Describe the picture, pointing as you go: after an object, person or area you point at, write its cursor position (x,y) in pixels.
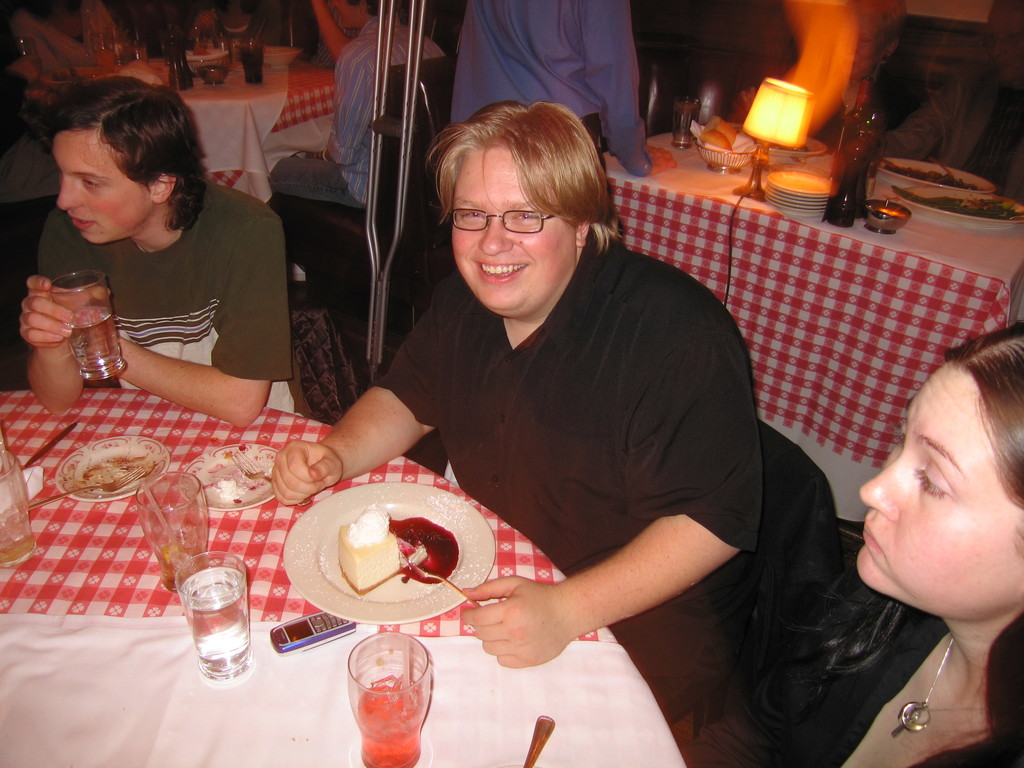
As we can see in the image there are few people (289,169) sitting and standing here and there is a table (211,434). On table (182,459) there is a lamp (794,100), plate (465,551), cake piece (359,540), glasses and fork (132,473).
